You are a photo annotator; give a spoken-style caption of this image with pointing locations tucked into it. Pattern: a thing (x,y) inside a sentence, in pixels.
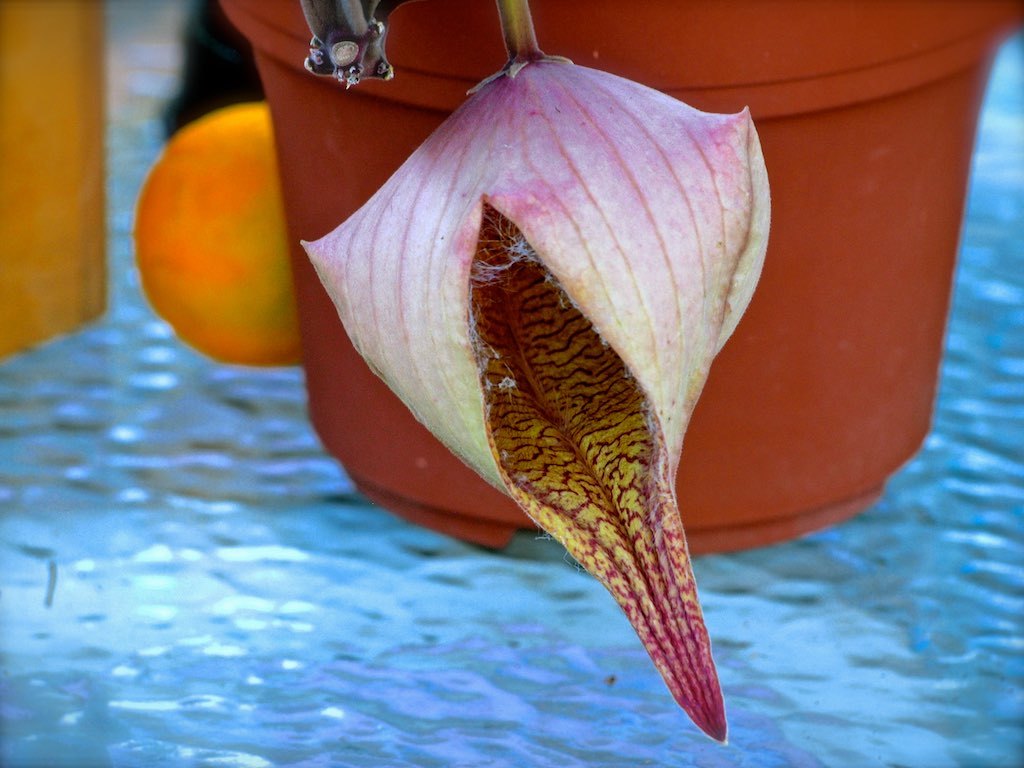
In this image I can see water (396,625), flower pot (851,325), flower bud (673,342), stems (531,38) and objects (263,156).
